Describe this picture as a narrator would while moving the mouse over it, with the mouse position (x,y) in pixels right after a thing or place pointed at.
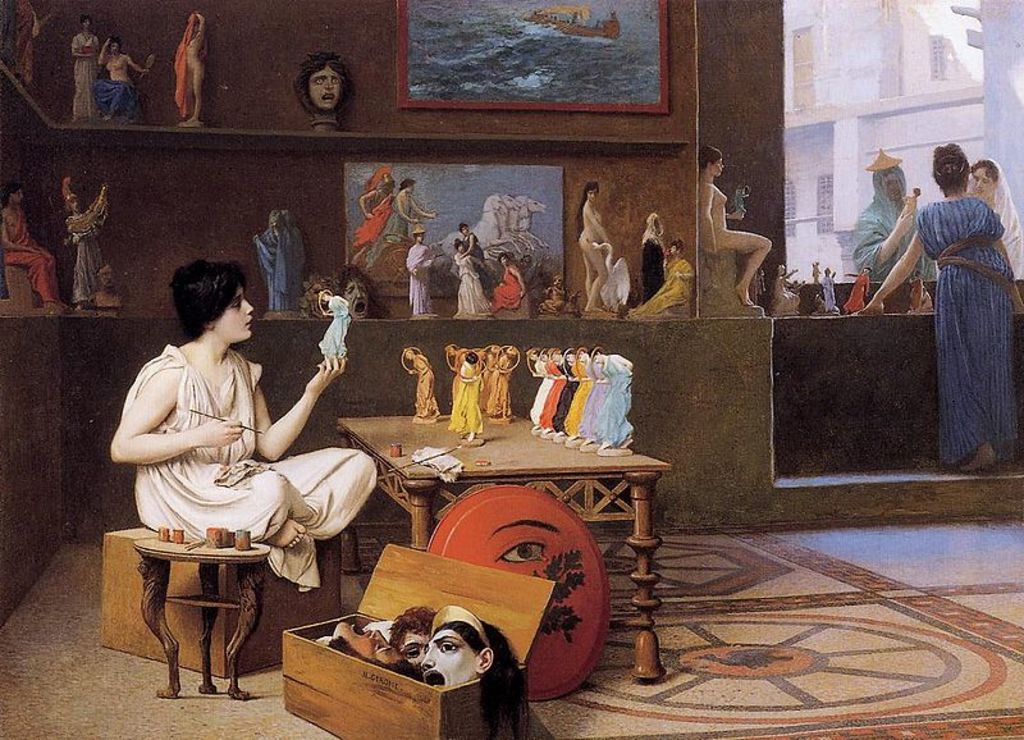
A woman (252,384) is sitting and adding colors to idols (341,350). There are idols (425,392) on the table (406,483) in front of her. There are some more idols (647,239) in the shelves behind the woman (275,506) along with paintings (559,194). Another woman (888,289) is selling these idols (829,269). There are two other women (875,264) and building (883,83) in the background (822,133).
